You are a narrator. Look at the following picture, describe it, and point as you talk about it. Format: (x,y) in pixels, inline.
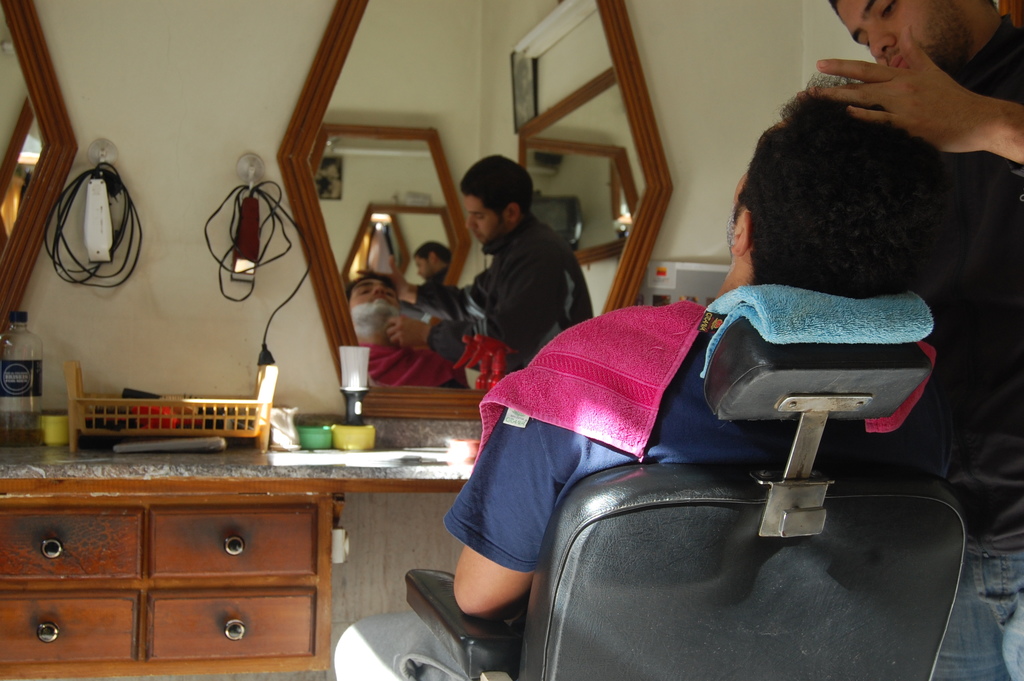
In this image there is a cupboard (152,558), there are objects (148,414) placed on the surface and hanged on the wall (170,202) on the left corner (184,413). There is a person (806,207) sitting on the chair (747,649) and a person (999,515) standing on the right corner (824,596). There is a mirror (423,264) on the wall (289,333) in which we can see the reflection (535,261) of people (487,301) in the background (444,246).
